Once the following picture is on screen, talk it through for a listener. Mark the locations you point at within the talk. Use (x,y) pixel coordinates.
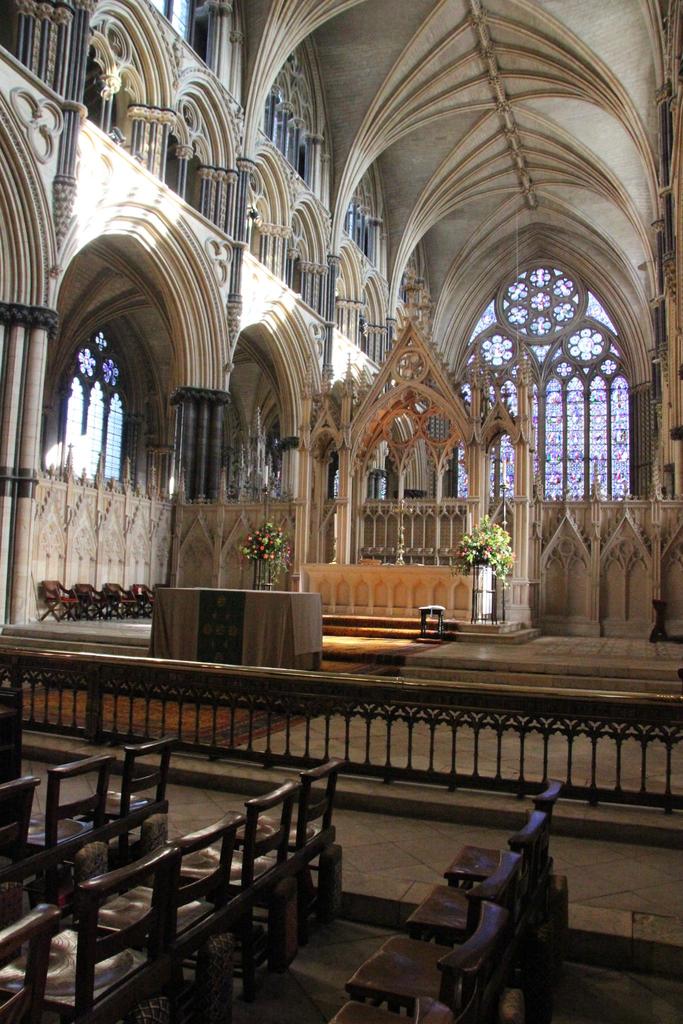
This picture is clicked inside the hall (373,911). In the foreground (339,896) we can see the chairs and a railing (403,692). In the center (300,625) we can see the table (228,609), flower vases (496,553), chairs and some objects (400,565) and we can see an arch (426,410). At the top (588,314) there is a roof (475,129) and we can see the windows (594,372) and the stained glasses (505,383).
